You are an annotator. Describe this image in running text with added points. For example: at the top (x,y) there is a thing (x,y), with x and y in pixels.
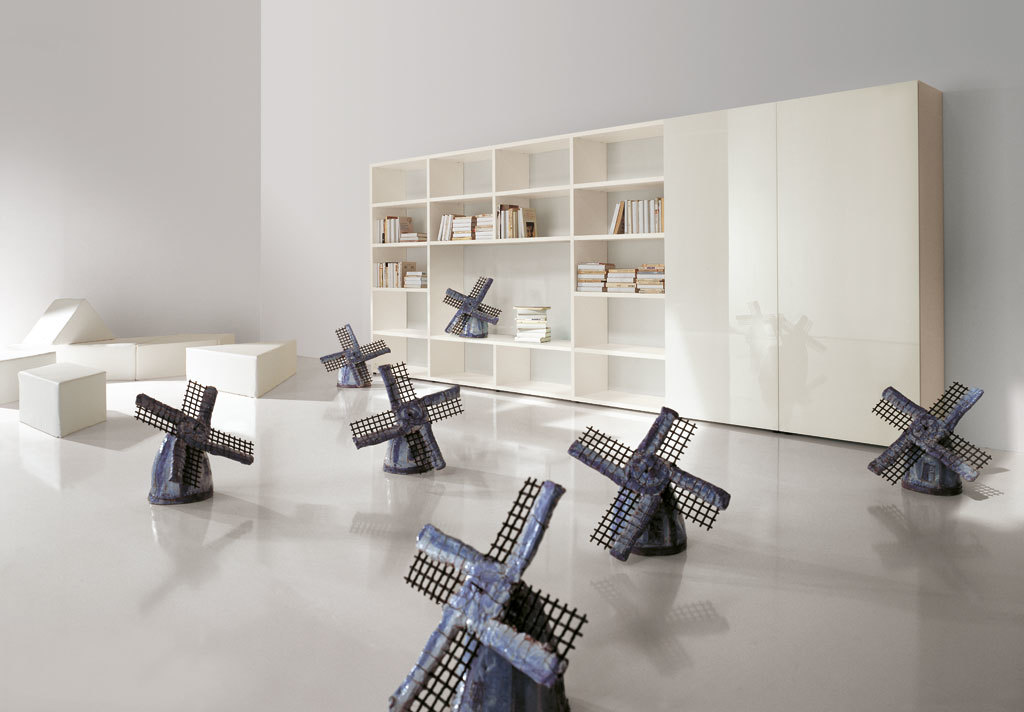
In this picture we can see a few toy windmills (538,497) and their reflections (922,511) are visible on the floor (228,636). There are white blocks (85,341) on the floor (194,625). We can see some books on the bookshelves (452,312). There is a cupboard (889,378) and a wall (526,76) in the background (865,80).
